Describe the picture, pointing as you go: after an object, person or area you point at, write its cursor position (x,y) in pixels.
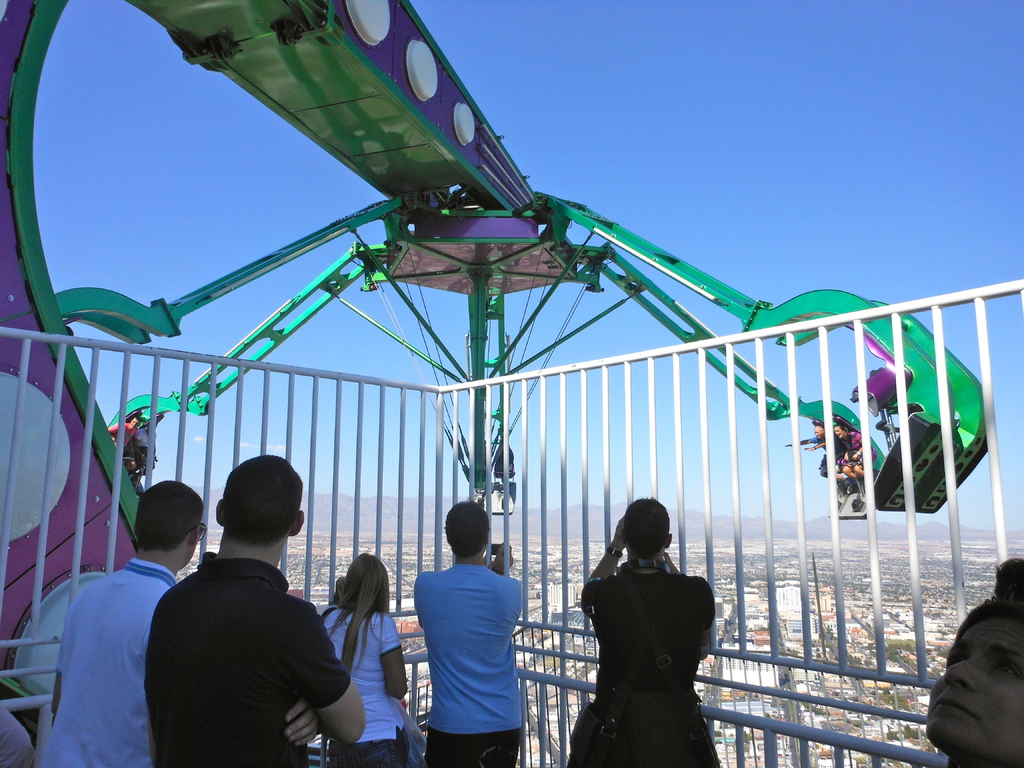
In the picture I can see people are sitting on a green color object (477,468). I can see a fence (804,503) and people (465,692) are standing among them some are holding objects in hands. In the background (518,563) I can see buildings (790,596) and the sky (707,217).
